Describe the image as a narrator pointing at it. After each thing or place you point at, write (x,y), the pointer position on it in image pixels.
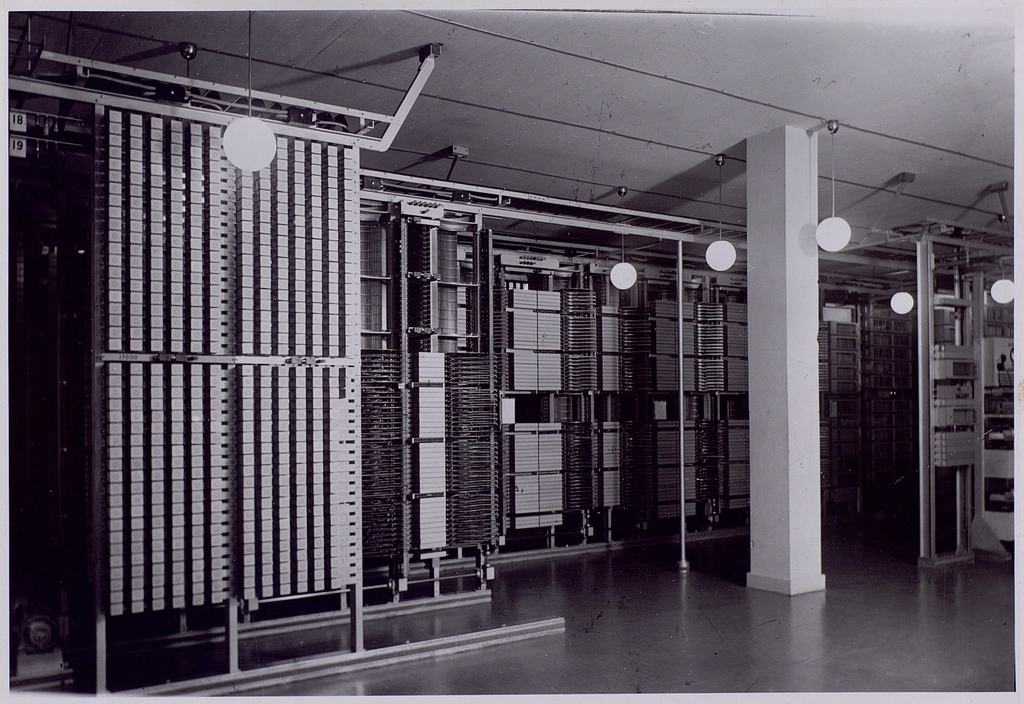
Here in this picture we can see shelves (217,297) present all over there, which are filled with some things (531,505) and we can see light (251,79) hanging on the roof (861,122) here and there and in the middle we can see pillar (763,569) present over there.
